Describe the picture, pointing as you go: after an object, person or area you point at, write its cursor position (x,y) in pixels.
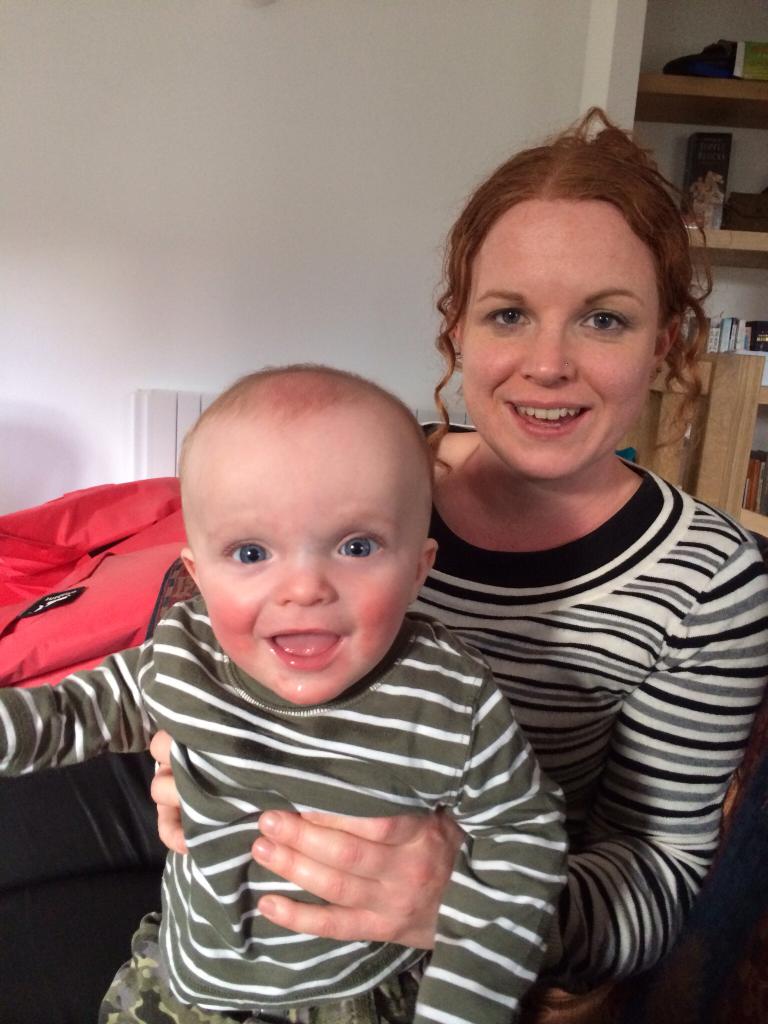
In this image we can see a woman (377,924) holding a child (472,787). On the backside (416,170) we can see some shelves (656,140), chair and a wall (377,183).
